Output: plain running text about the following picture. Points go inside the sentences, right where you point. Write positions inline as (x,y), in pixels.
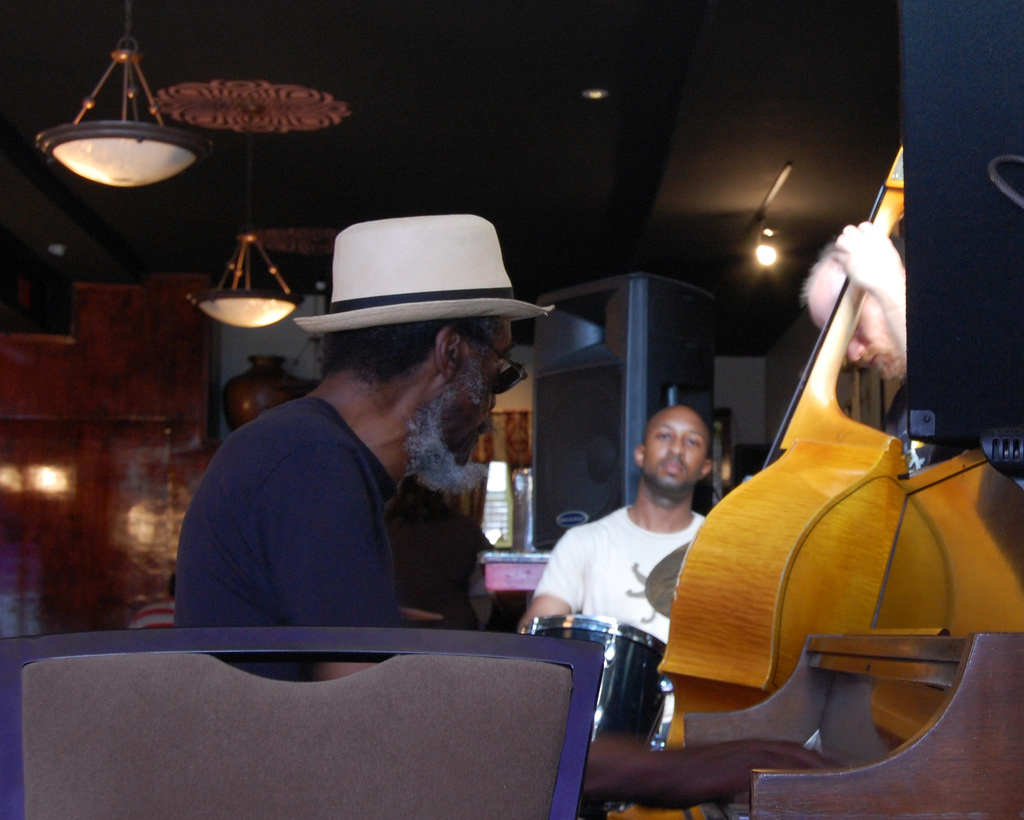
At the bottom (290,701), we see a chair (297,702). Behind that, we see a man (353,510) in the black T-shirt (336,489) who is wearing a white hat (401,264) is sitting on the chair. He is playing the musical instrument (694,718). On the right side (907,328), we see a black color object (964,321). Beside that, we see a man (896,284) is standing and he is holding the musical instrument (822,514). In the middle (664,482), we see a man (582,584) in the white T-shirt (629,571) is playing the drums (613,629). In the background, we see a cupboard (556,524), window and a wall (286,349) in white and brown color. At the top (255,232), we see the lights (771,254), lanterns (61,138) and the ceiling (91,67) of the room (642,146).
